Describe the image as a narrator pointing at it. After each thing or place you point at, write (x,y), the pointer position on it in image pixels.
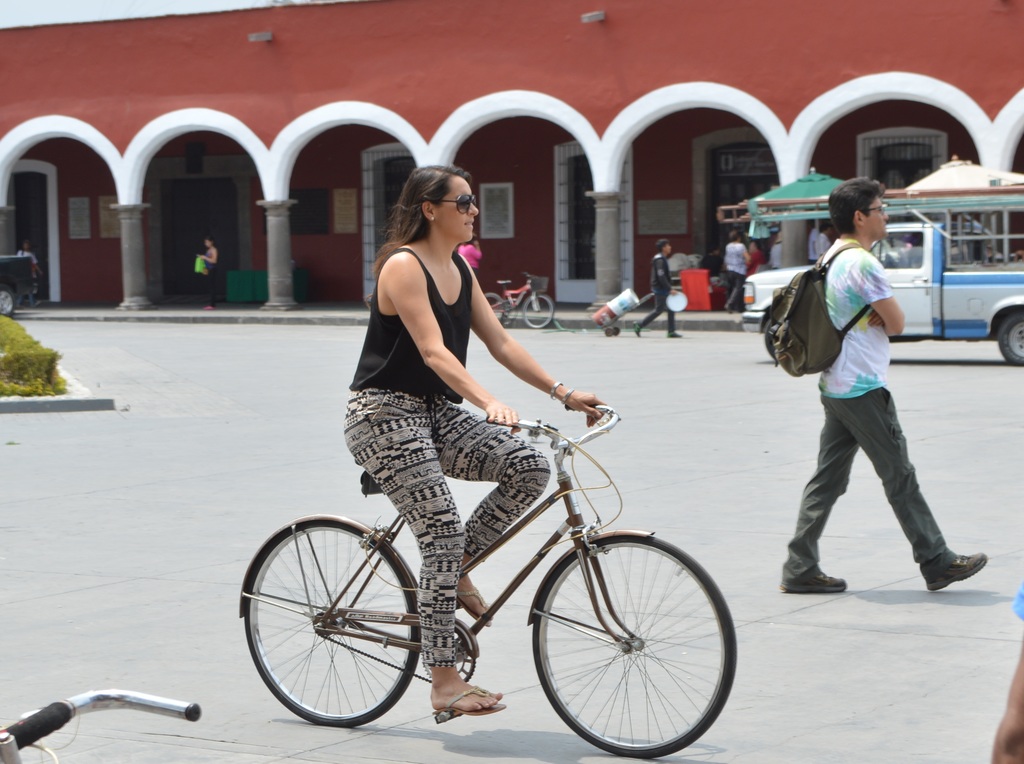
A woman (468,431) is riding bicycle (410,584) on the road (935,691). In the background (54,184) there is a building (86,45), doors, few people (880,355), tent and a vehicle (1001,278).
